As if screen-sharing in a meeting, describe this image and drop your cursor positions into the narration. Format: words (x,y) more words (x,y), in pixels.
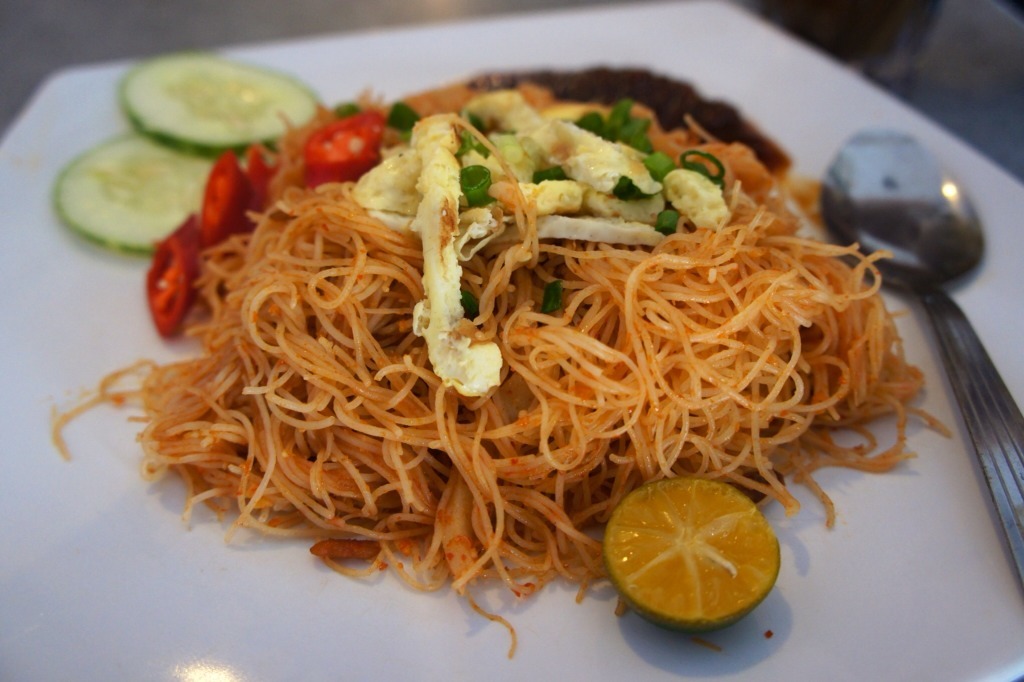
In the picture I can see food items (361,333), a piece of lemon (754,540) and a spoon (891,269) in a white color tray (891,305). The background of the image is blurred.
